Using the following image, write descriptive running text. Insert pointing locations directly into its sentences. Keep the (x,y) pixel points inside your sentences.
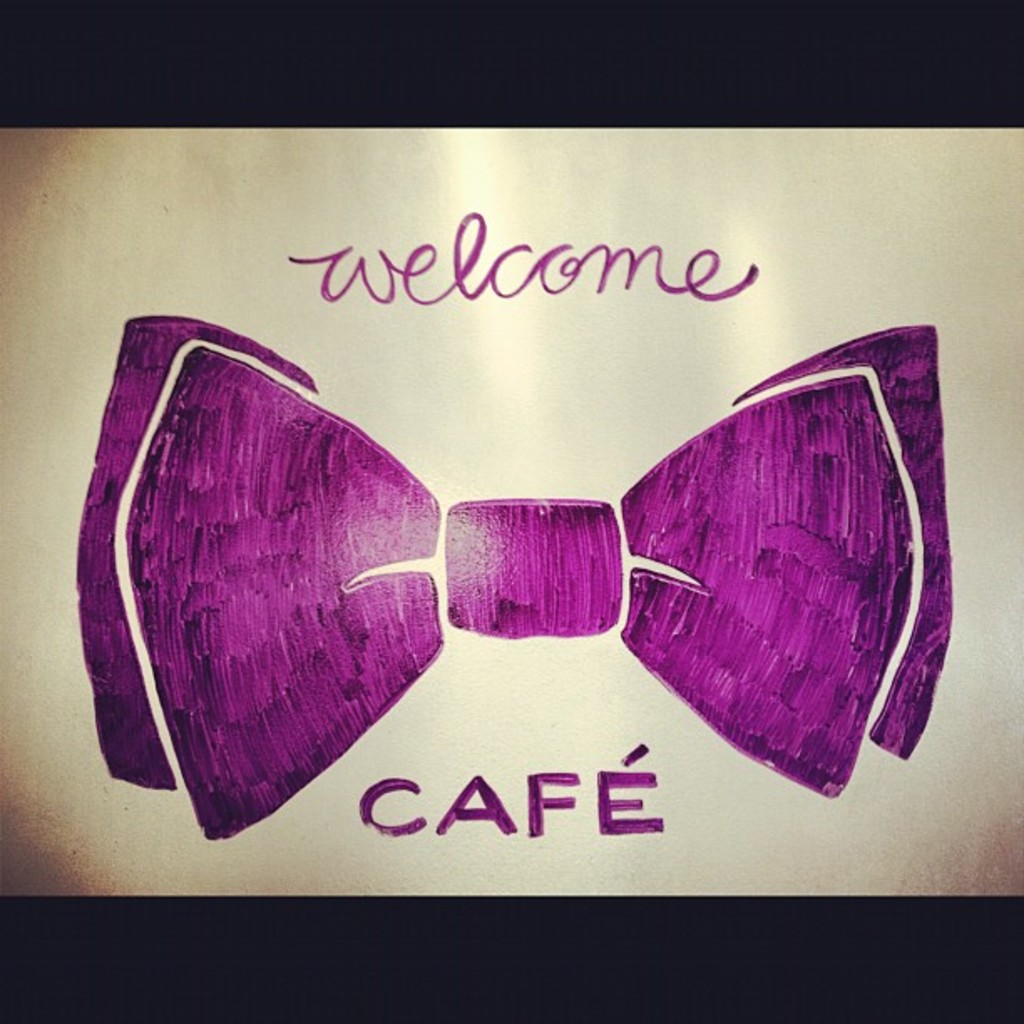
In this image we can see the drawing (576,574) of a bow tie (535,605). We can also see some written text (632,818).
